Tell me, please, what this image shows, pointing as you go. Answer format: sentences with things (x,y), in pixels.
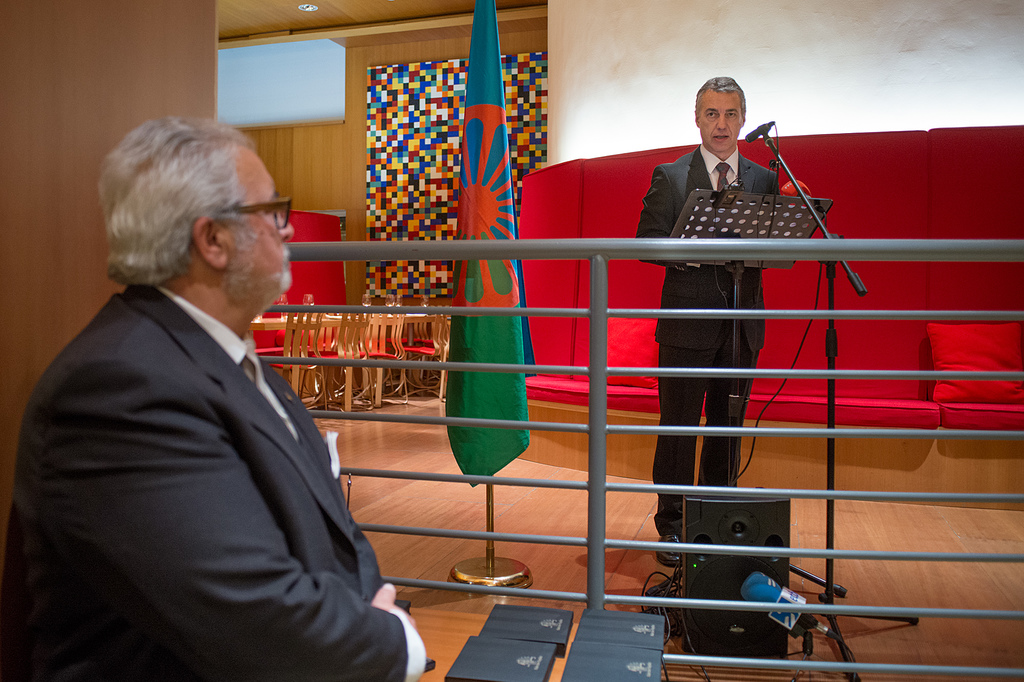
In the picture we can see a man (697,325) standing and giving a speech and he is wearing a black color blazer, white shirt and tie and behind him we can see a red color sofa (839,221) to the wall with a pillow (970,388) on it and besides, we can see a table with chairs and beside the man (680,389) we can see a flag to the pole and in front of a man (696,386) we can see a railing (702,369) and behind it we can see another man (134,235) sitting with a blazer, shirt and in front of him we can see a desk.
